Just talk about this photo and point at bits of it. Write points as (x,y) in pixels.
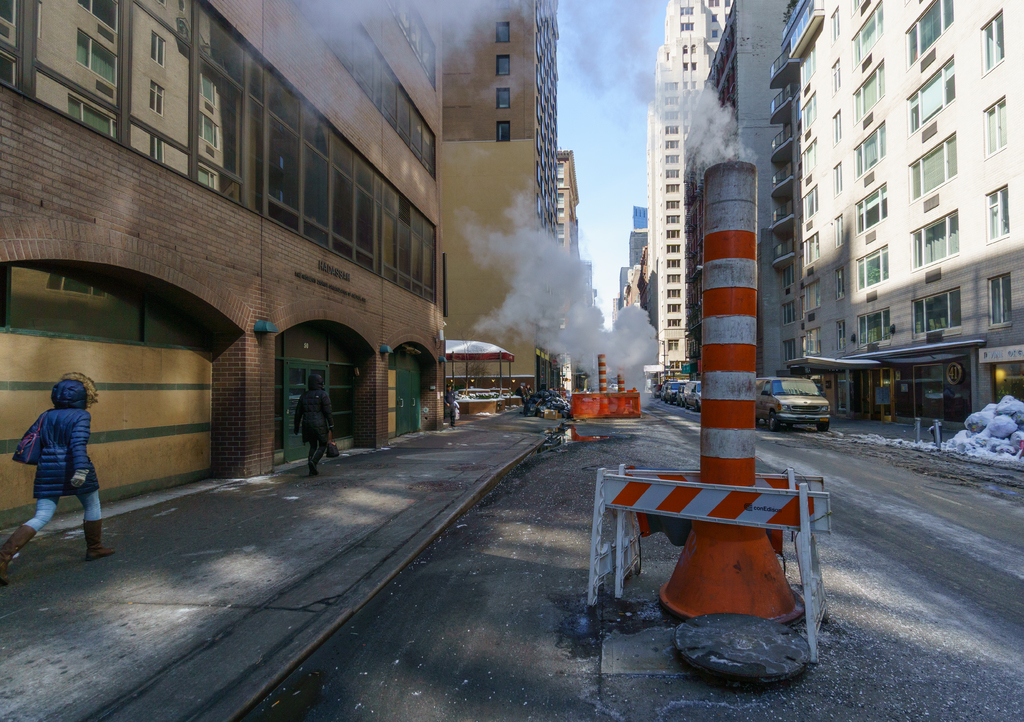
In this image I can see few buildings (149,141) and glass windows (149,141). I can see few people (87,513) are walking and holding bags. I can see a white and orange color poles (728,380), smoke (527,300) and few vehicles (683,403) on the road (650,459). The sky (600,173) is in blue and white color.
